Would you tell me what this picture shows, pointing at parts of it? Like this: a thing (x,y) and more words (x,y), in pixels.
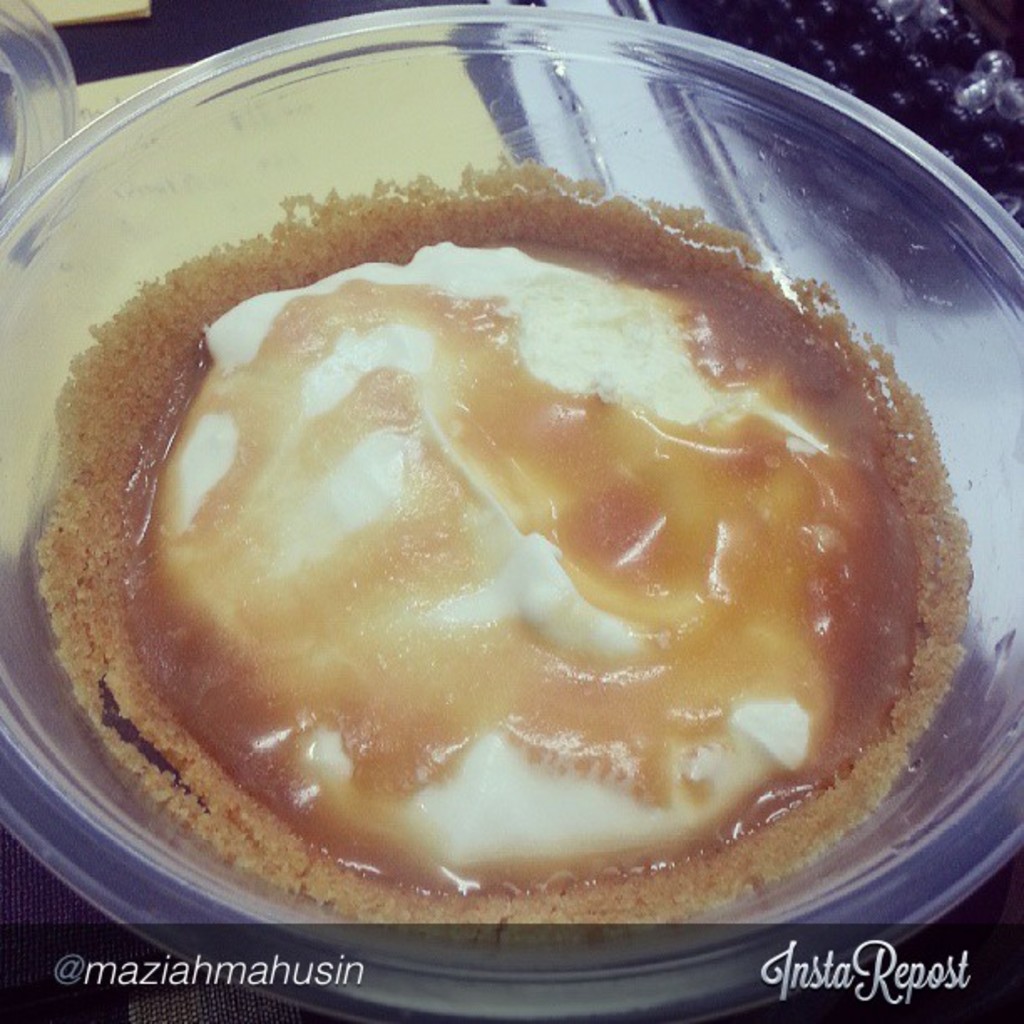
In this image there is a glass bowl (388,113) on a surface (922,95). There is food (388,549) in the bowl (758,175). Below the bowl (233,102) there is a paper (222,101). At the bottom (165,965) there is text (162,977) on image.
